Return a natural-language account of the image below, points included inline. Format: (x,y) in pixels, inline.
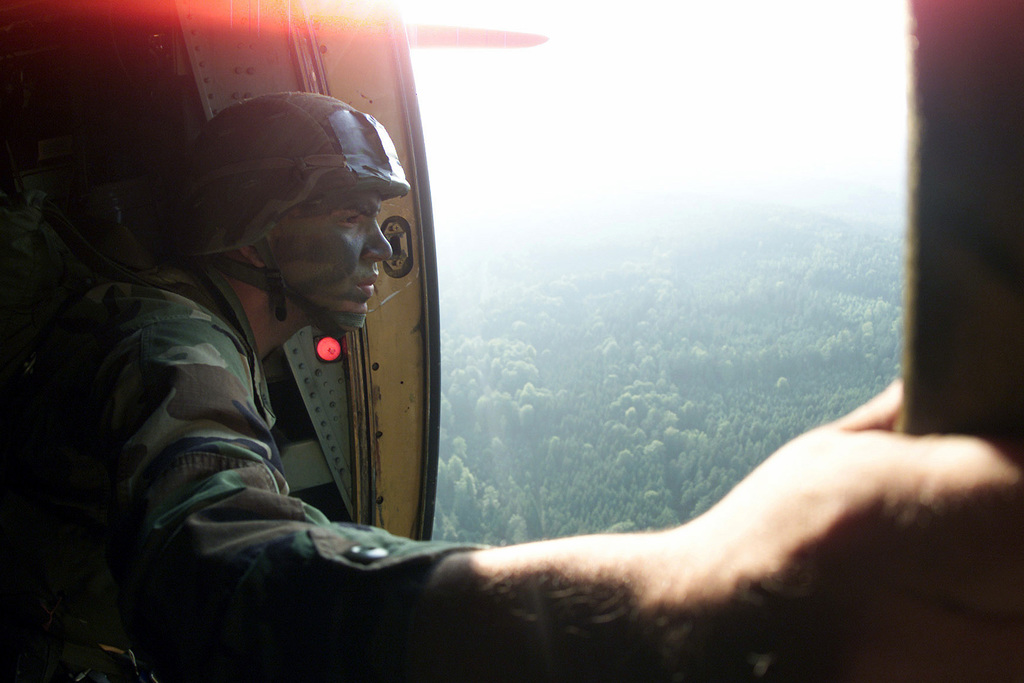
This person (187,460) wore military dress (184,424) and helmet (258,192). Here we can see trees (620,424).
